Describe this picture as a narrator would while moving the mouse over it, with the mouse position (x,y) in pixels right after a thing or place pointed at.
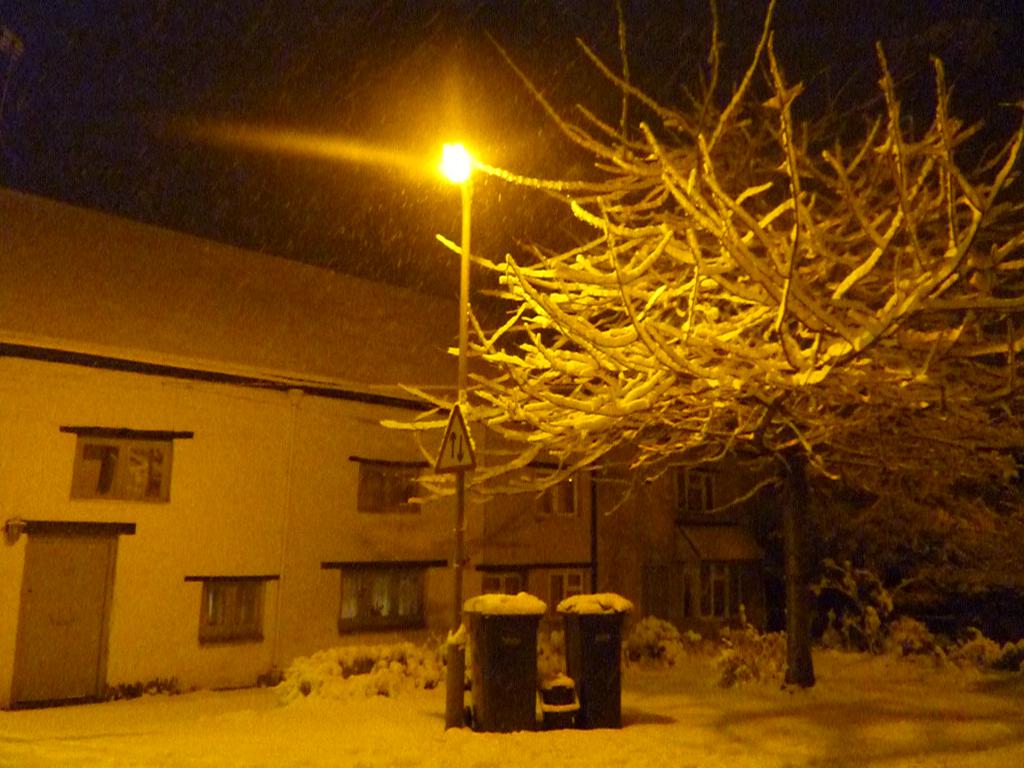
In the image we can see light pole (452,178) and a sign board (457,442). Here we can see the building (238,392) and these are the windows (138,442) of the building (322,462). There are two garbage bins (510,654) and everywhere there is snow (878,698). Here we can see the tree (734,348) and the dark sky (268,167).
